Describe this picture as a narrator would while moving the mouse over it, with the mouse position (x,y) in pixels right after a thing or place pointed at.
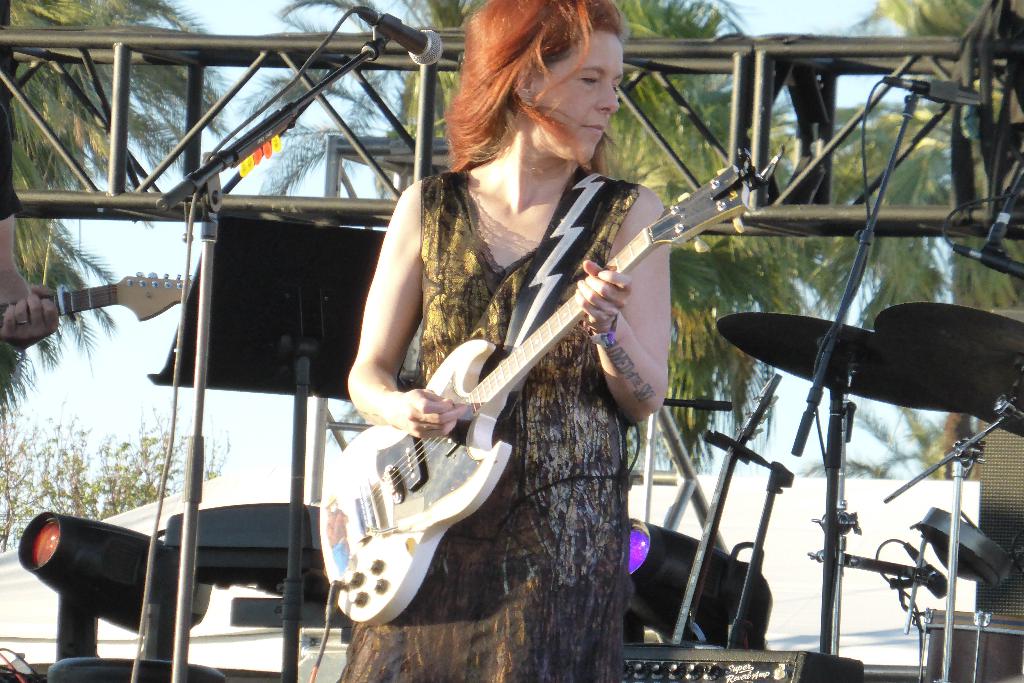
In this picture we can see a woman (511,443) playing a guitar (705,220). These are some musical instruments (437,487). And in the background (671,123) there are some trees (682,152). And this is the sky (239,24).
